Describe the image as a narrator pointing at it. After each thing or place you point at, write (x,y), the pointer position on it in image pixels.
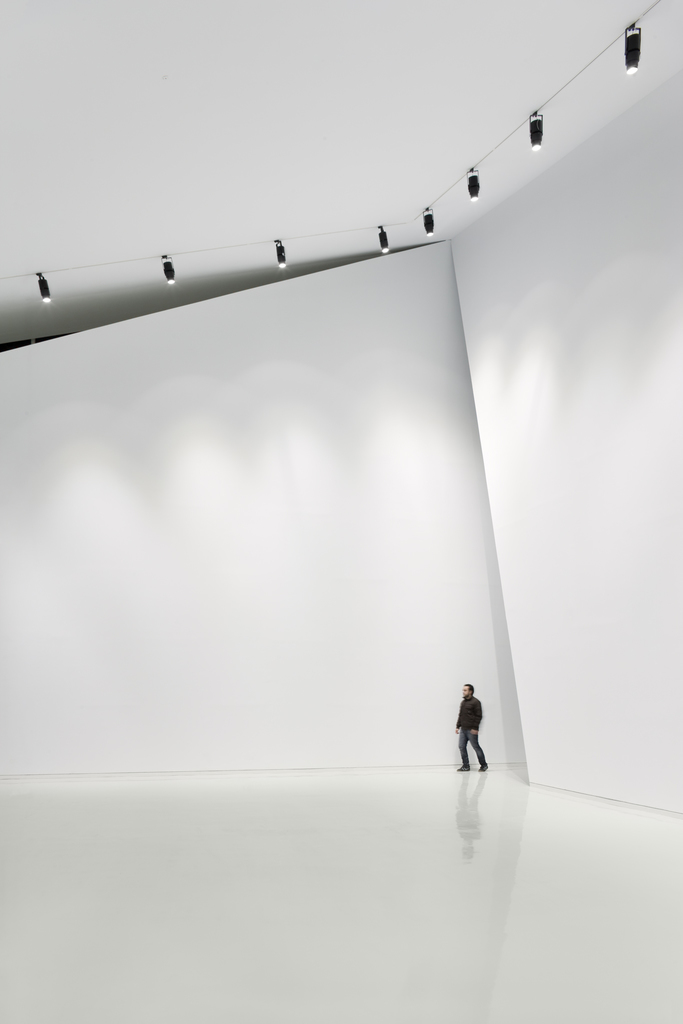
As we can see in the image, there is a big wall (202,489), roof (117,157) and floor (240,975). On floor (306,988) there is a man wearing black color shirt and on roof (112,292) there are few lights (625,32).
